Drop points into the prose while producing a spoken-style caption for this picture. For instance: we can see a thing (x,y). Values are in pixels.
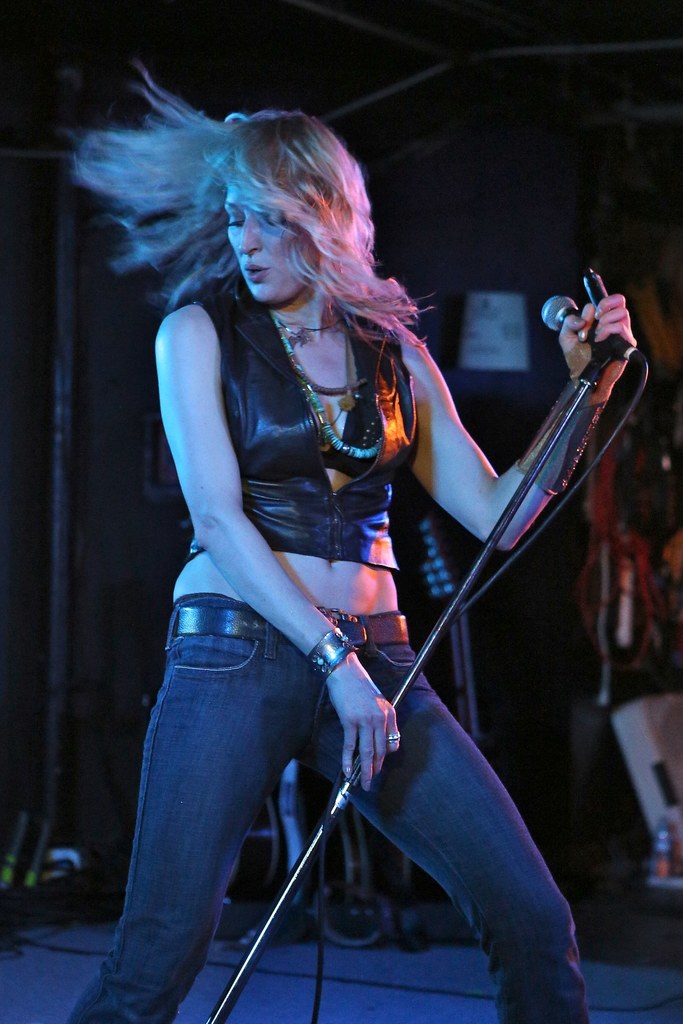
In the center of the image (392,681) there is a lady (408,853) holding a mic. In the background of the image (402,214) there is wall (80,704).
